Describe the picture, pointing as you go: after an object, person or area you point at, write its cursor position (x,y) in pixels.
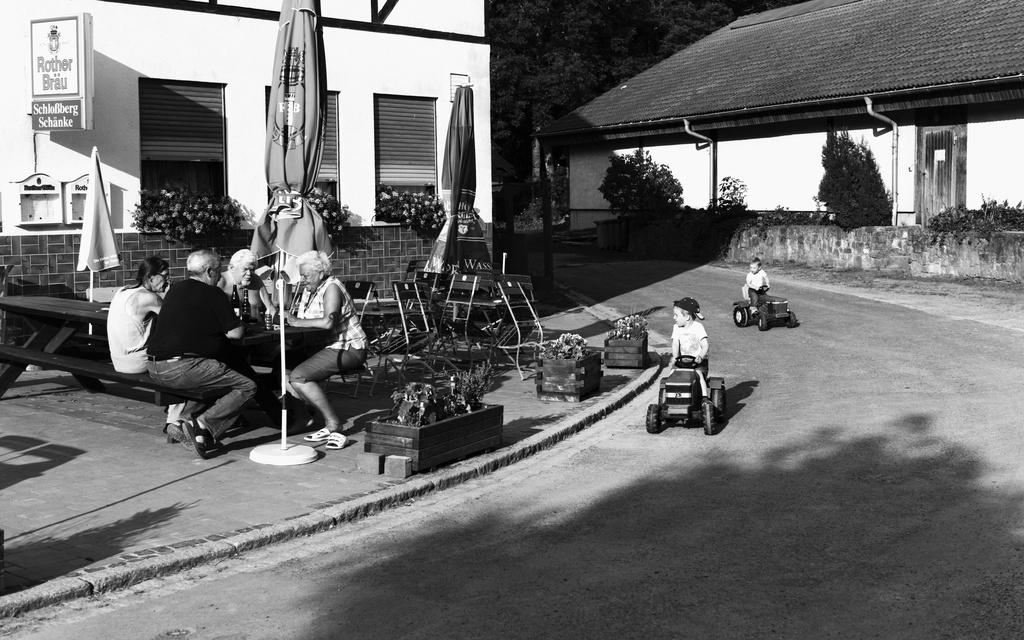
This image consists of a four people (323,329) sitting on a bench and talking. At the bottom (398,551), there is a road (275,569). To the left (109,24), there is a building (242,123). And there are three umbrellas (461,172). There are two children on the road (733,381) driving vehicles (723,386).
